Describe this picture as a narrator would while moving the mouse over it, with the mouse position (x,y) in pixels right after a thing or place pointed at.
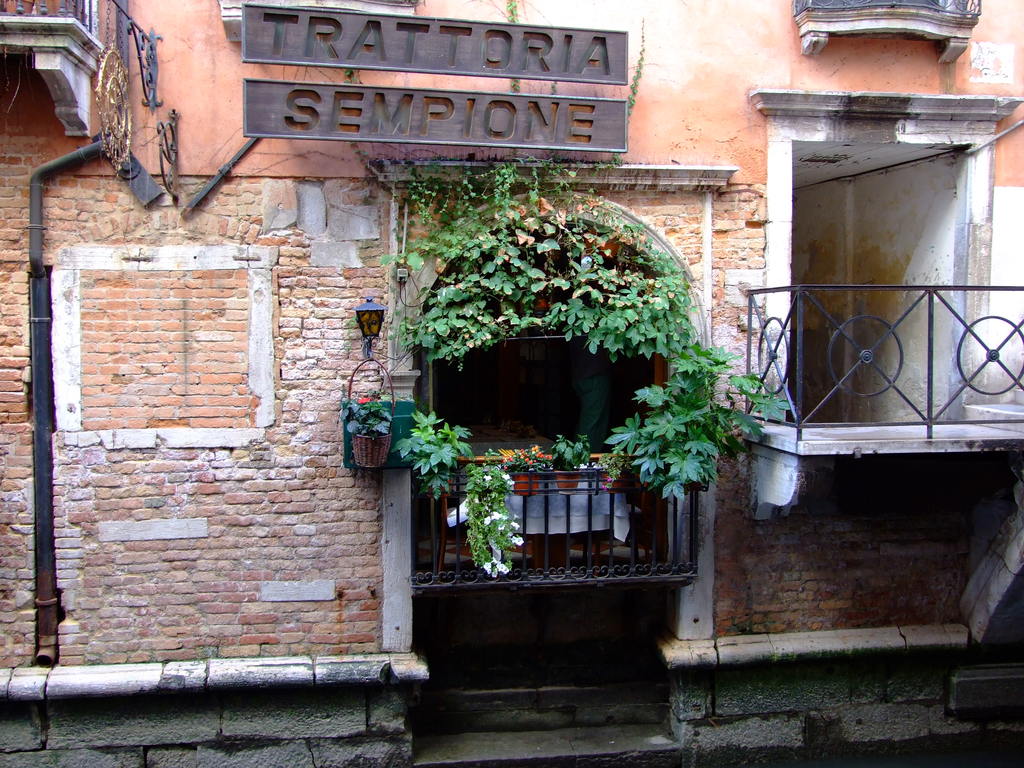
In this image there is a wall (798,733), there is a metal railing (806,414) on the left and right corner. We can see potted plants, flowers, metal railing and text (446,29).
